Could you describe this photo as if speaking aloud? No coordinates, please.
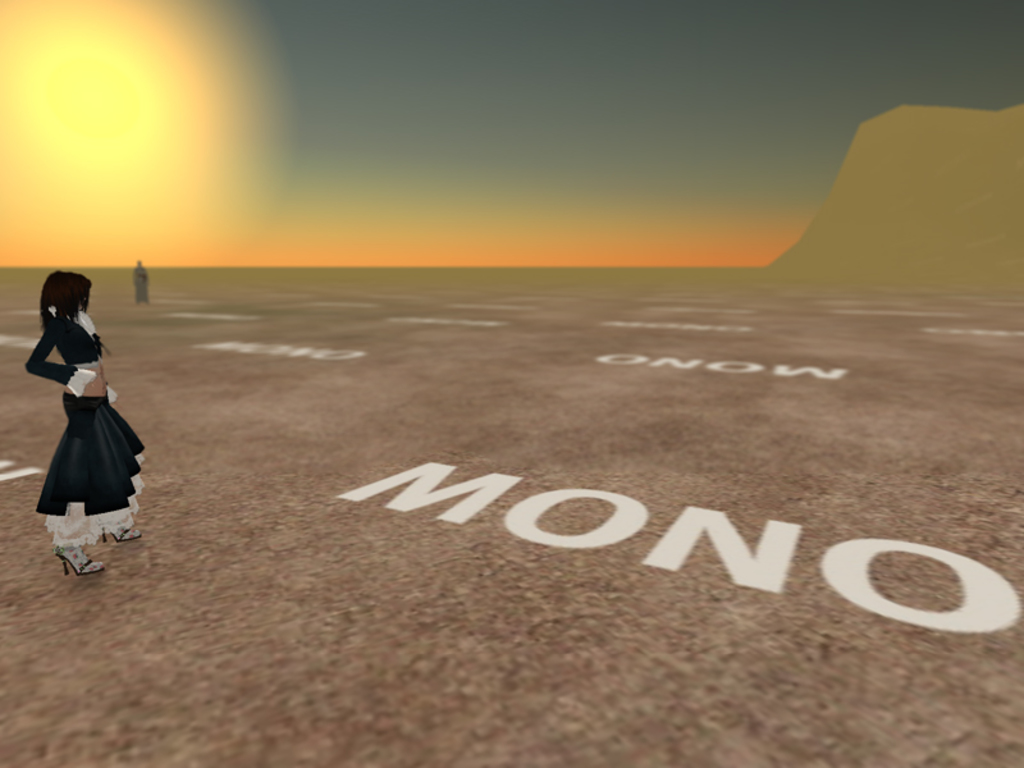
This picture describes about animation.
